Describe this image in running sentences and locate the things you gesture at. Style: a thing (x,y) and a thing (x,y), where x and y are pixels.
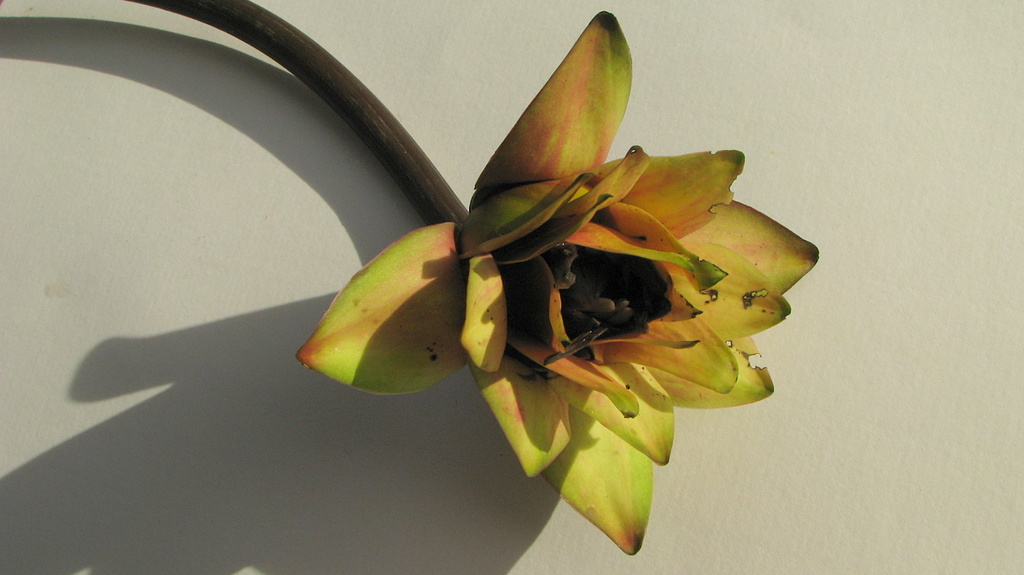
In this image, we can see a flower (581,202) on the white background.
